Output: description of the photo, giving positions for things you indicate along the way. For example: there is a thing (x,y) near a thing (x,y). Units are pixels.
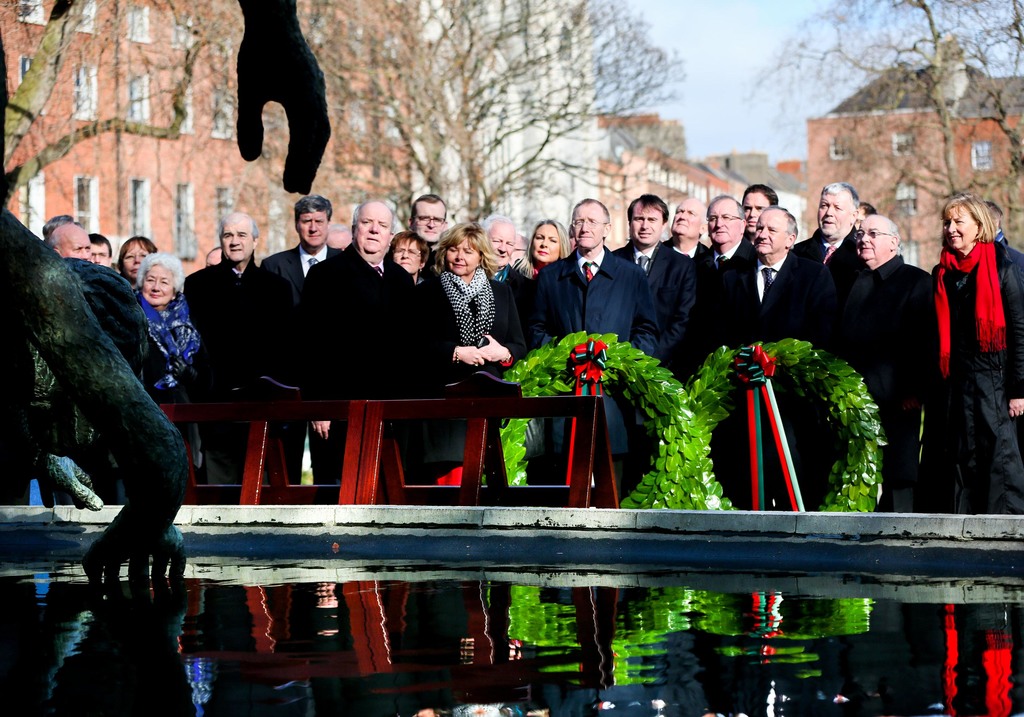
In this image in the front (505,603) there is water (417,602) and there is a statue (40,319). In the center (537,374) there are persons (473,296) standing and there are objects (699,431) which are green and red in colour. In the background (598,68) there are trees (372,179) and buildings (528,114).
